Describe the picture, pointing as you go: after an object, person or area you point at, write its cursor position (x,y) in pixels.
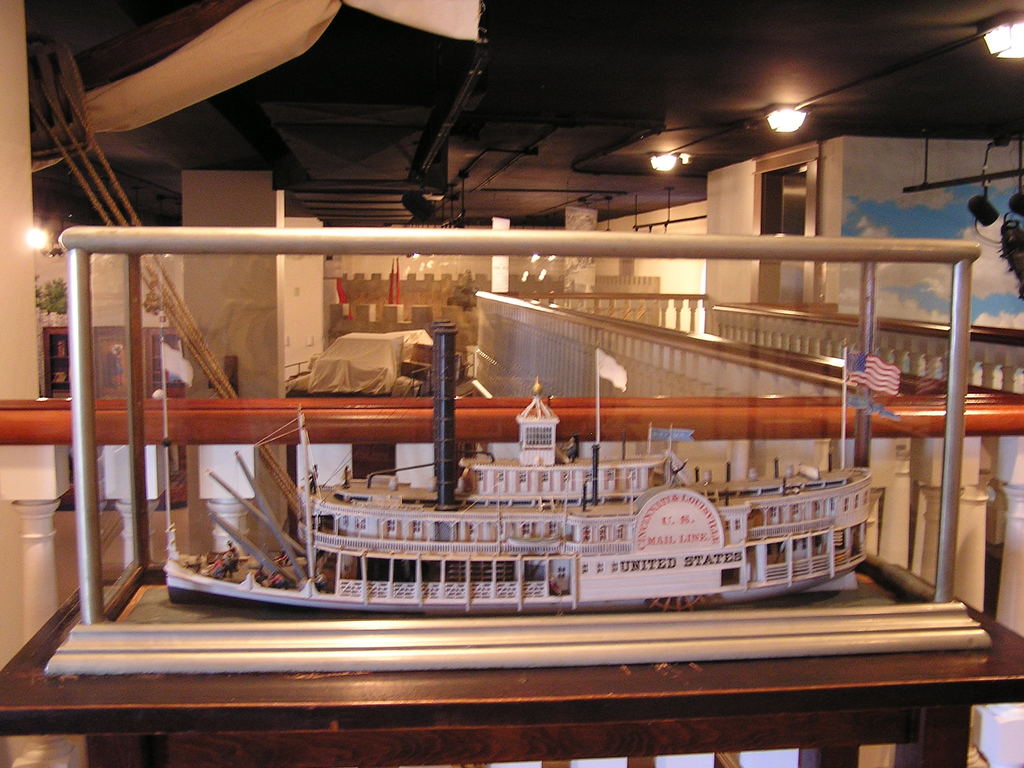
In the center of the image (436,416) we can see a toy ship (402,540) placed in the box (886,628). At the bottom (606,714) there is a table (580,718). In the background (655,264) there is a cloth (377,374), ropes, walls (659,216), door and lights (1021,53).
